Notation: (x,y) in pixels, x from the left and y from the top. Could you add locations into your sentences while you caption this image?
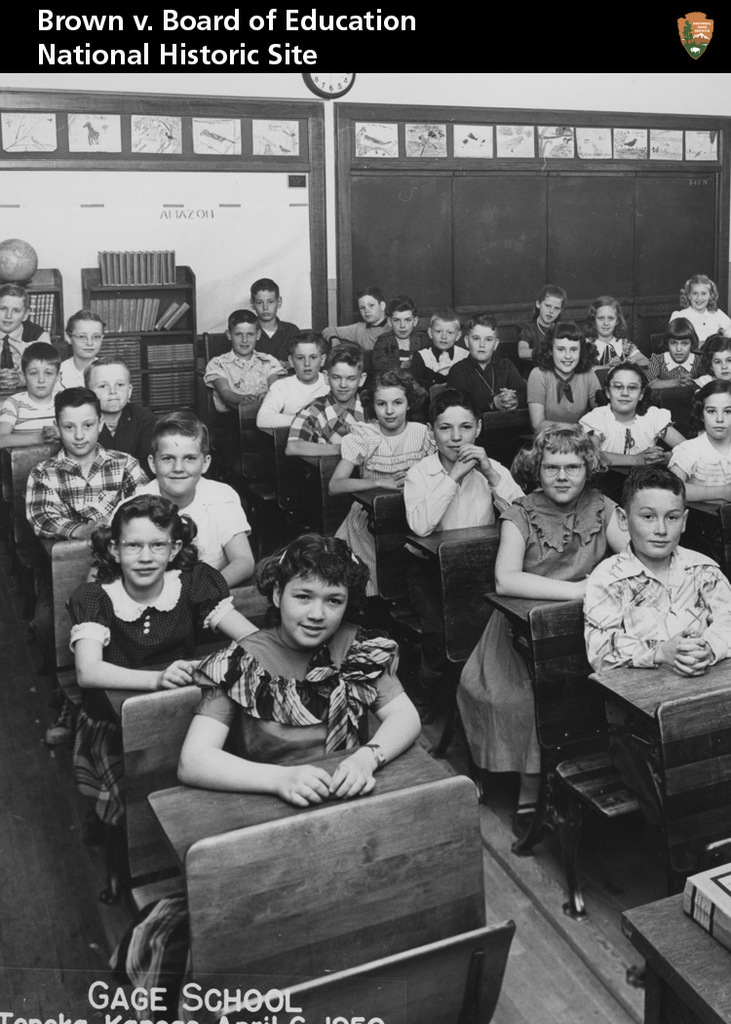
In this image we can see some children (264,417) sitting on the benches (445,728). On the backside (95,287) we can see a cup board (166,383) with books (117,267) and a globe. We can also see a clock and the wall (332,160).
